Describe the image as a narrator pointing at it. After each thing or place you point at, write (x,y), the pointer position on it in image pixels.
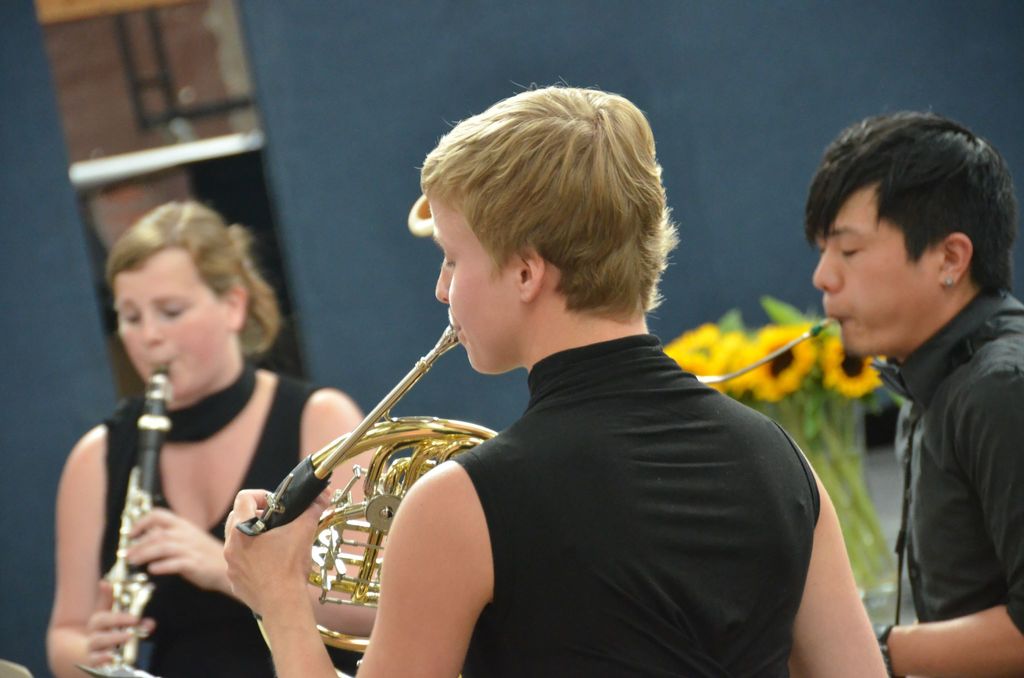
In this image we can see there are three persons (761,484) wearing a black dress (765,466) and playing musical instruments (318,537). On the right side of the image (807,393) there is a flower pot (821,418). In the background (756,135) there is a wall (768,102).
